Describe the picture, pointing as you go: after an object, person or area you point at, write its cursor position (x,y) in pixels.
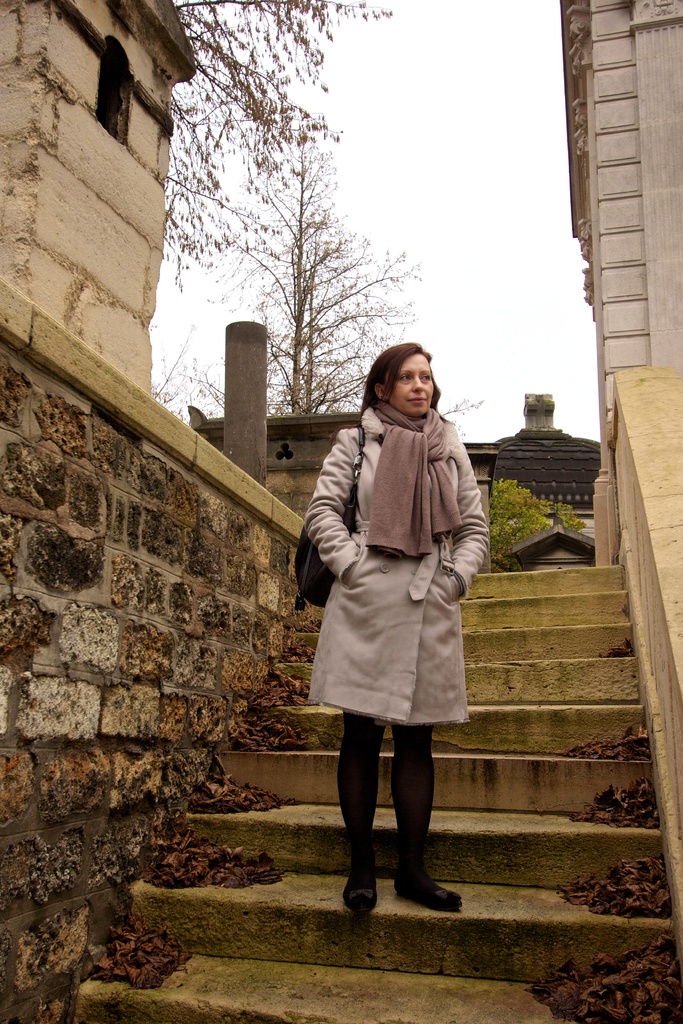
In this image in the center (418,582) there is a woman (355,621) standing. In the background (514,634) there are stairs (544,597), trees (208,96) and there is a building (521,477). On the left side (65,330) there is a wall (94,362).
